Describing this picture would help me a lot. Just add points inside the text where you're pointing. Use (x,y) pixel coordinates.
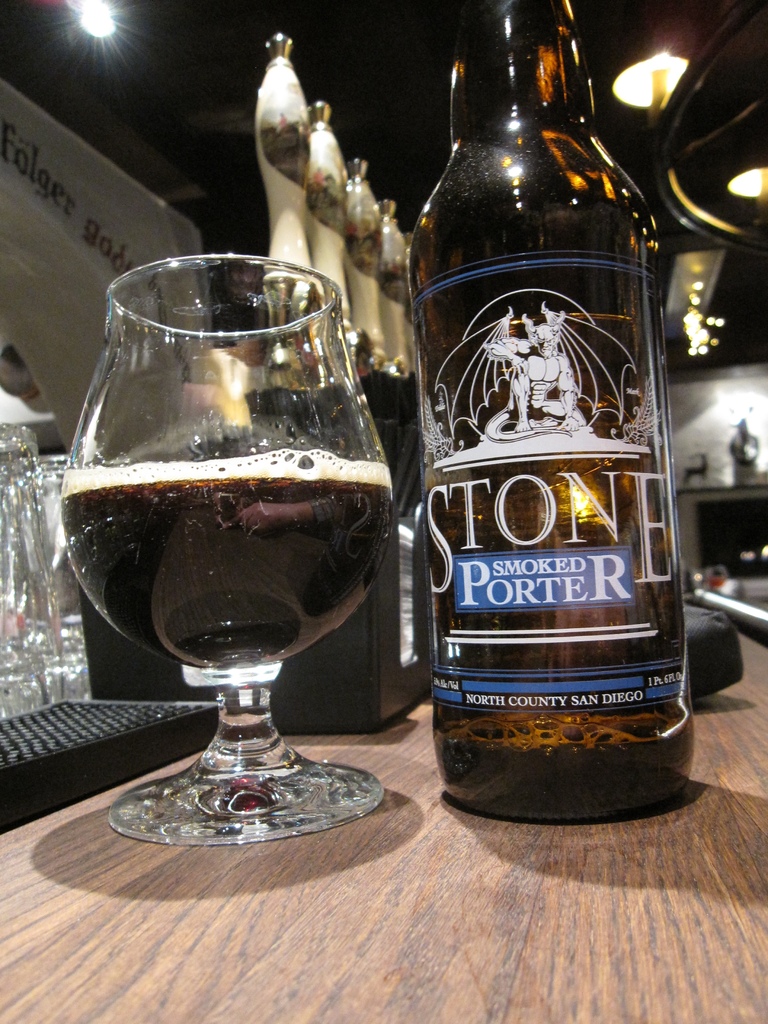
In the image there is a black color bottle (498,368), to the left side (74,548) there is a glass (225,610) and some drink (225,591) inside the bottle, in the background (86,691) there are few other things (385,676), these are placed on a table (369,846) to the left side (141,243) there is a white color banner (55,219) and above it there is a light (102,0).
